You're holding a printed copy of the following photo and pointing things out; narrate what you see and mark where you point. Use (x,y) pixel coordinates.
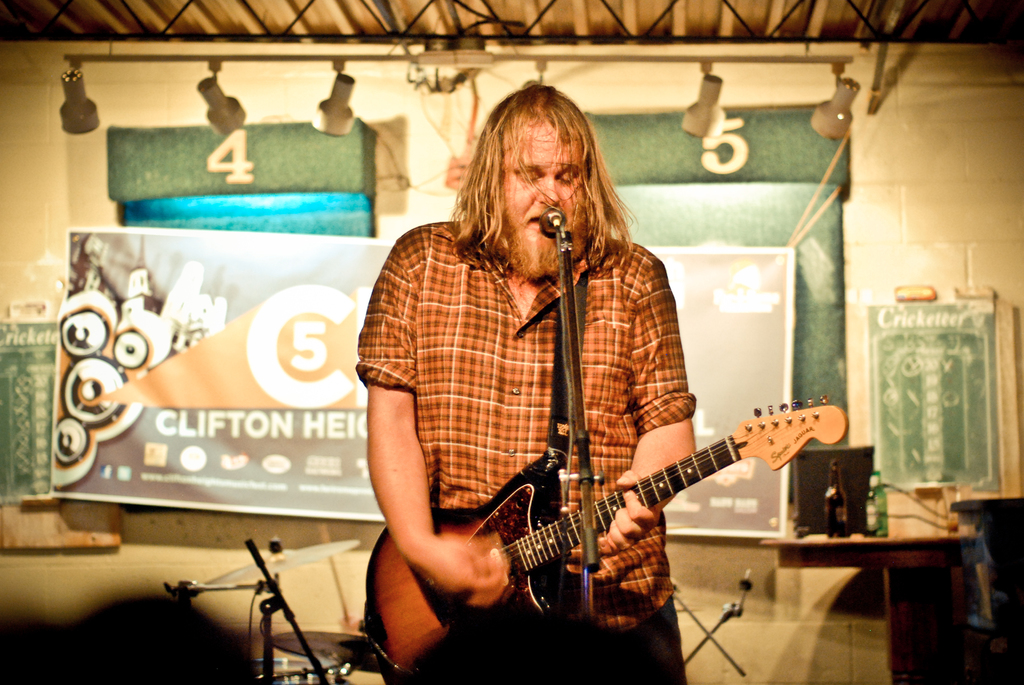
A man (544,147) is singing with a mic (554,227) in front of him while playing a guitar (728,443).
